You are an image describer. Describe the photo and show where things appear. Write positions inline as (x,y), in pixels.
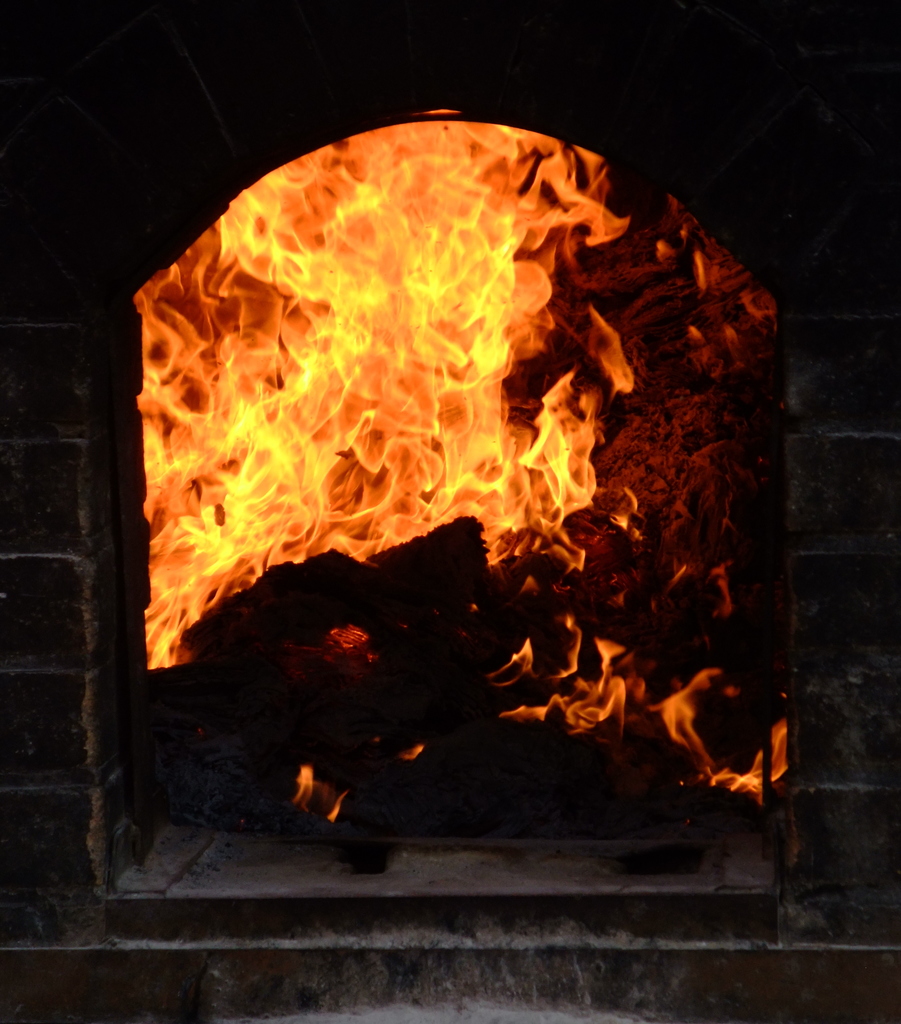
In this picture we can see flame (436,375).
